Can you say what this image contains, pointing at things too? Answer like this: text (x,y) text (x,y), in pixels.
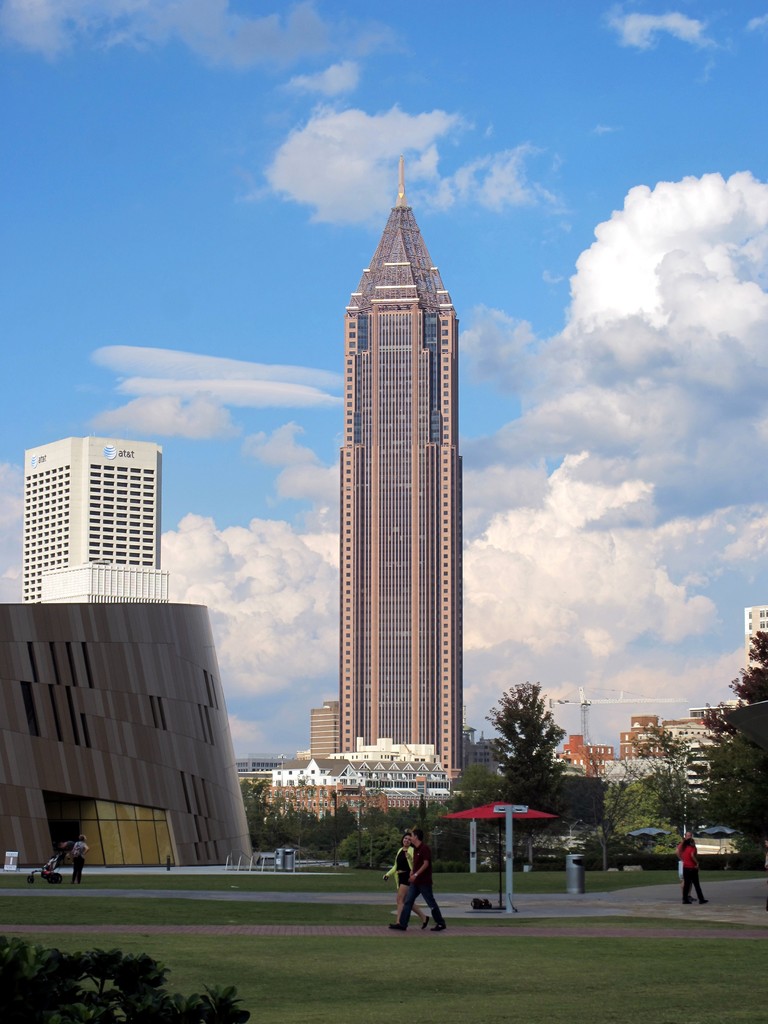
In this picture we can see some people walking on the ground (315,926), trees (759,796), buildings (5,673), bin (576,871), grass (357,1017) and in the background (325,565) we can see the sky (478,215) with clouds (467,185).
